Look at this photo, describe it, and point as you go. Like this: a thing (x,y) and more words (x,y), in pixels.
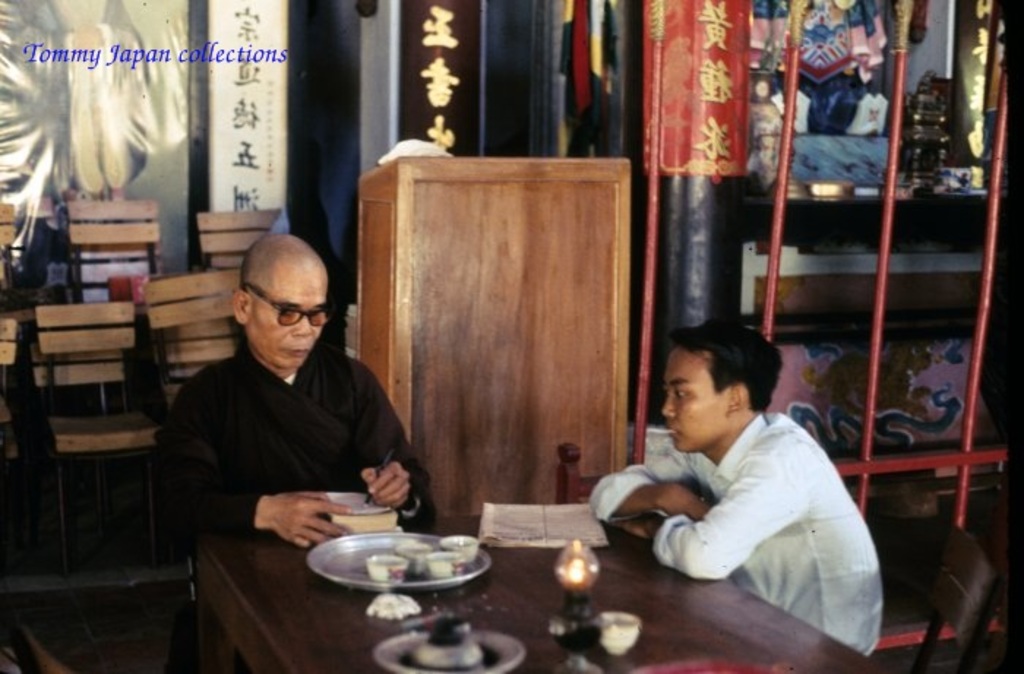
Here I can see two men (780,476) are sitting on the chairs (965,607) in front of the table (315,627). The man (358,457) who is on the left side (236,457) is wearing a black color dress (271,436), holding a pen (379,473) in the hand (377,489) and writing something on the book (350,522). The man (731,430) who is on the right side (796,608) is looking at the book (364,502). On the table (378,592), I can see a plate (368,581), tea cups (414,549), some papers (511,533) and bowls (430,649). At the back of these people (314,462) there is a cupboard (490,315). On the right side (848,154) there is a rack (868,391) in which few objects (813,55) are filled. On the left side (91,382), I can see few empty chairs (71,338). On the top of the image (178,55) I can see some text (148,55).
